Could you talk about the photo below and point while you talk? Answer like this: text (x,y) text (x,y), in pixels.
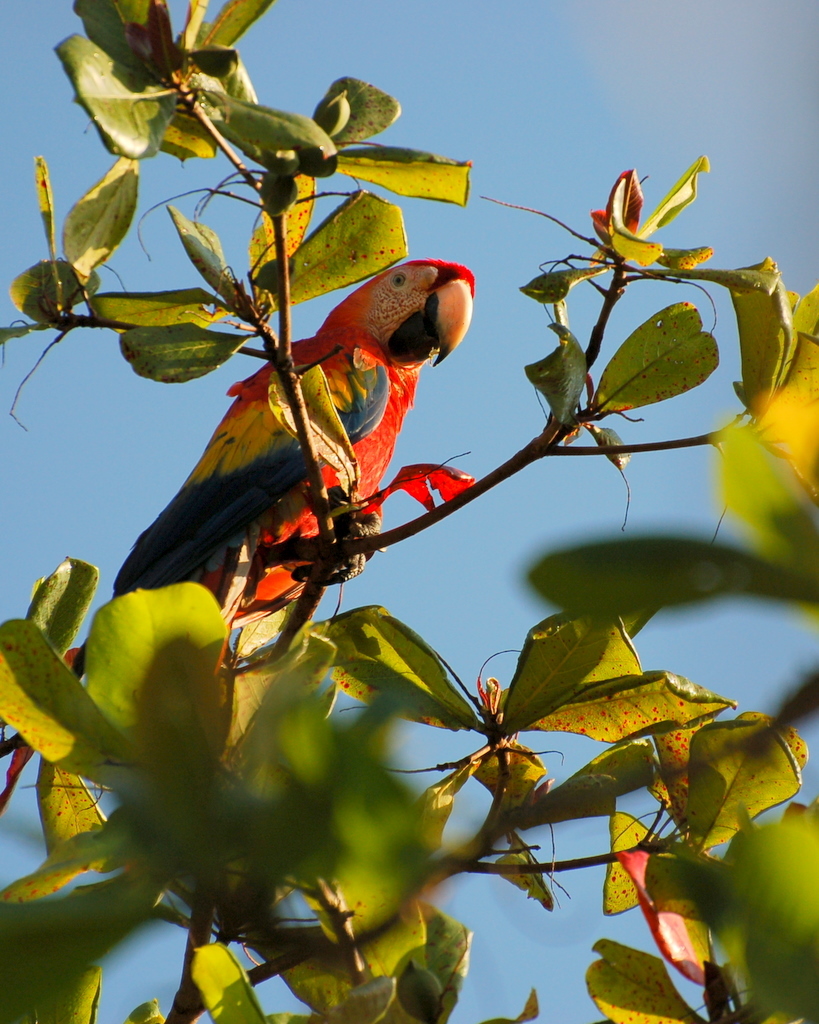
In the image there is a tree (208,1006) and there is a bird (418,296) sitting on the branch (538,444) of a tree (453,469).
